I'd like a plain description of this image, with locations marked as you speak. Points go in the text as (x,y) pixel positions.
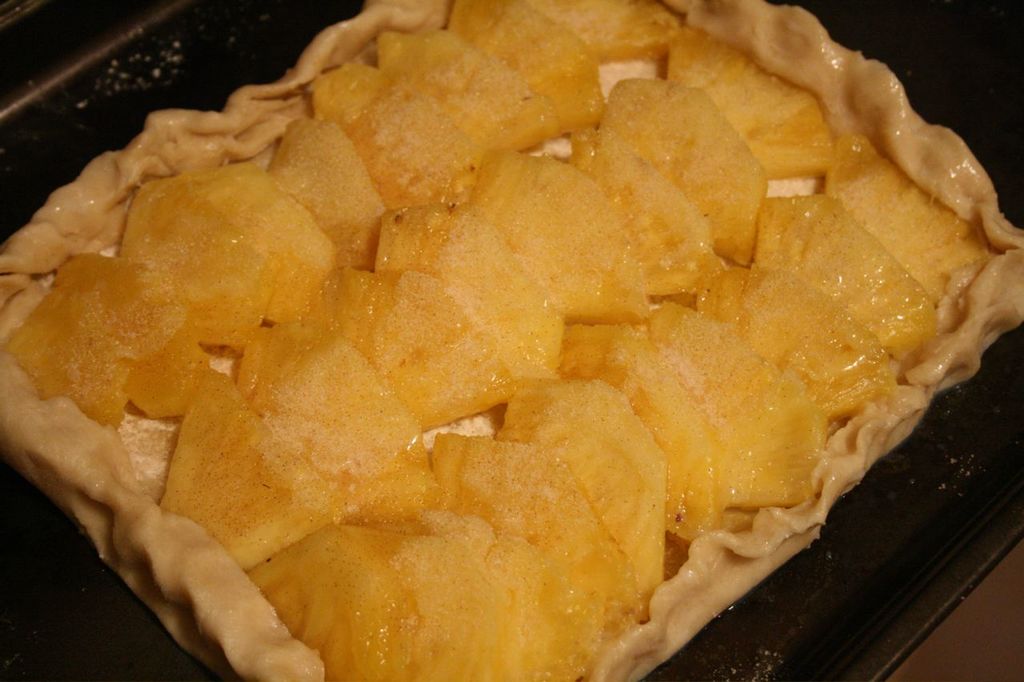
In this image there is some food (888,162) on the plate (924,550).
